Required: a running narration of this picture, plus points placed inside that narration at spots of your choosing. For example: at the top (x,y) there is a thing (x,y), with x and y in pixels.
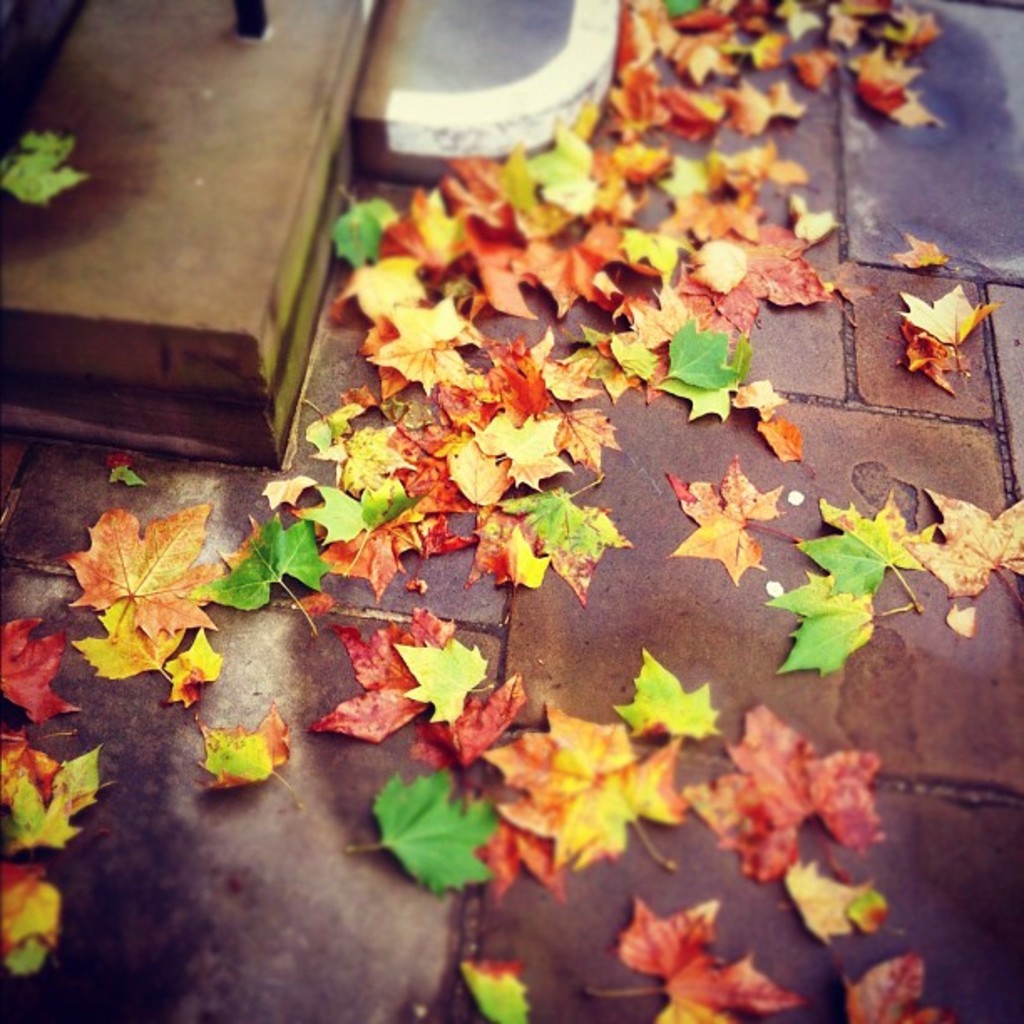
The picture consists of dry leaves (586,820) and leaves (521,820). At the top (286,87) it is staircase (286,87). At the bottom (403,736) it is pavement (733,693).
